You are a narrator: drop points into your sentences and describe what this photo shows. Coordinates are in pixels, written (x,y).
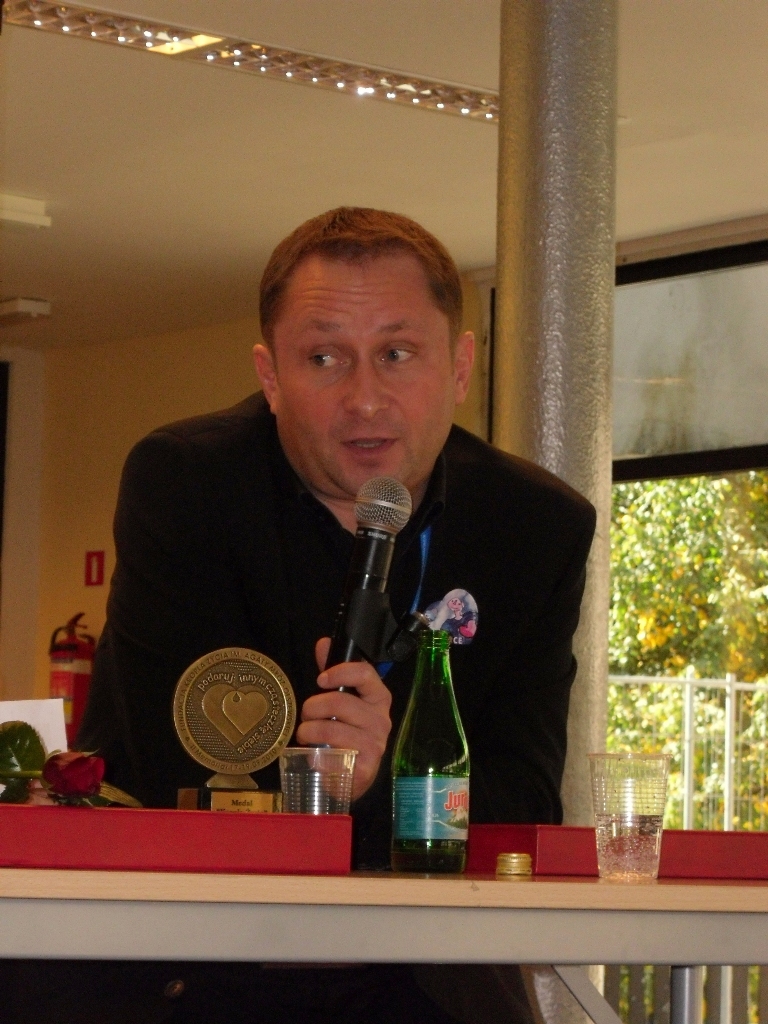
This is the man (283,575) standing and talking on the mike (408,506). This is the table (319,919) with bottle (449,810), glass (603,812) and a memento (238,805). This is the red object (266,854) placed on the table (616,912). this is the pillar (561,350). At background (710,597) I can see trees (696,600) through the building (388,125). I think this is the ceiling light (225,62) attached to the rooftop (367,53).
